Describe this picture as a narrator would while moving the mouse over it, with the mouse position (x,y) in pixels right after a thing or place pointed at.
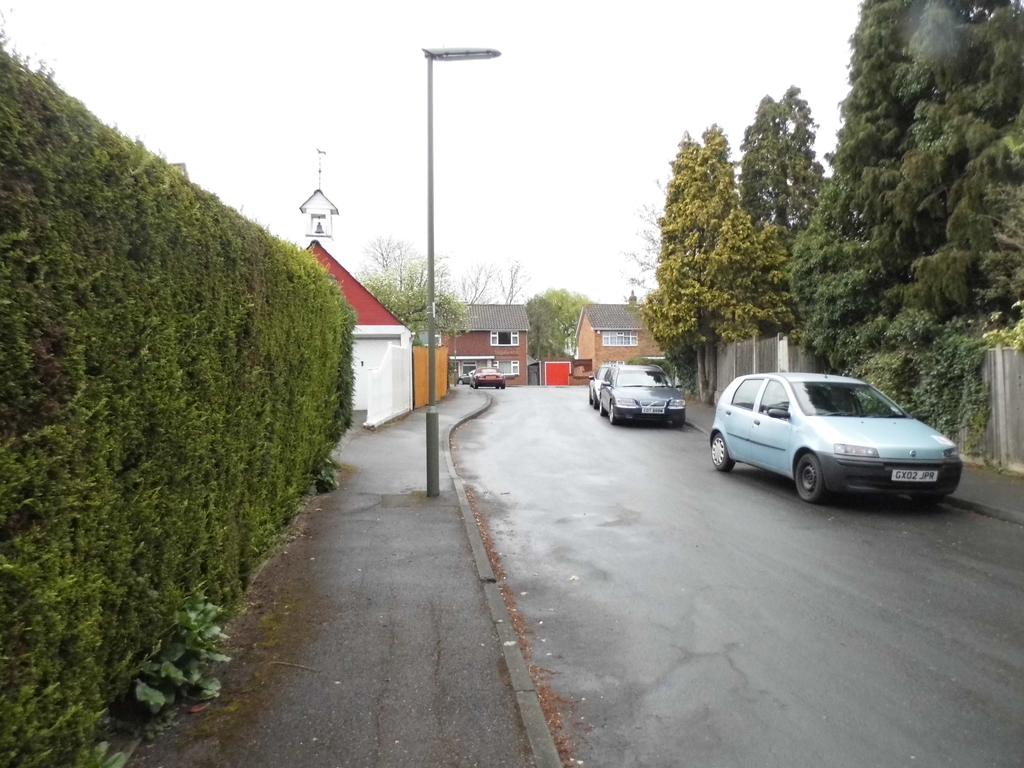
In this image on the right side (712,466) there is a road (566,548) on the road (794,621) there are some cars (794,453), and on the left side (207,473) there are some plants (147,595) and houses (522,331) and trees (568,312) and in the center (436,450) there is one pole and street light (458,57). On the left side (77,667) there are some trees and houses (598,315).
